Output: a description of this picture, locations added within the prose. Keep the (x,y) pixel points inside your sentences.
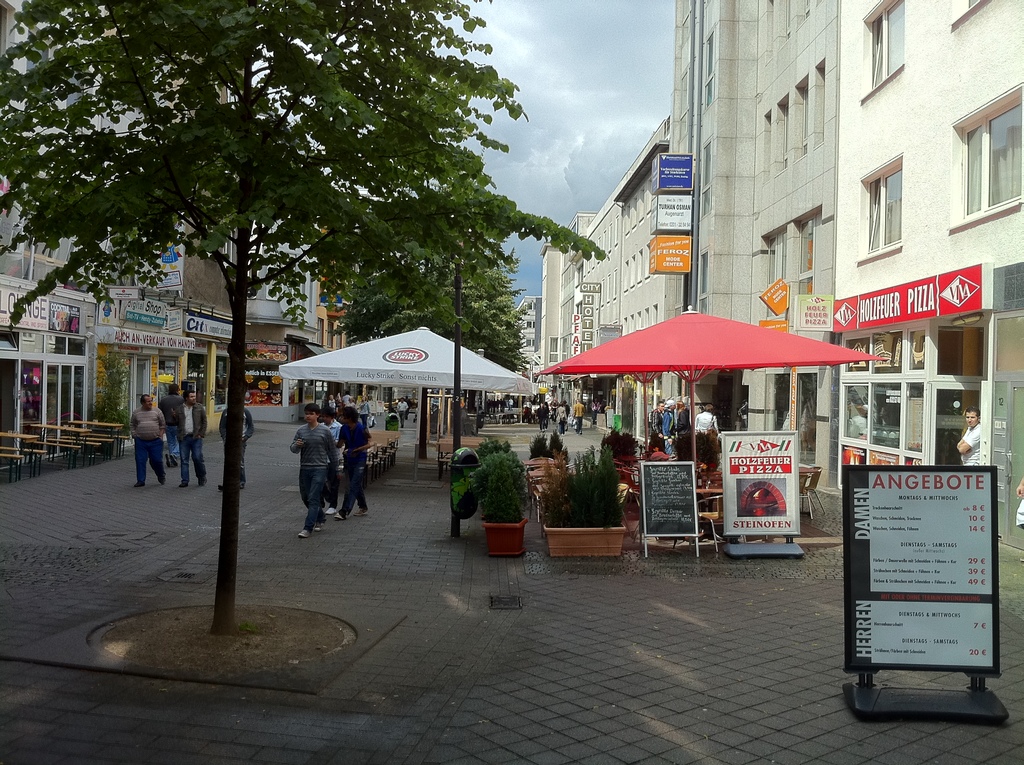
In this picture we can see few buildings (804,222), trees (263,106), tents (450,369) and group of people (196,461), in the background (662,190) we can find few hoardings (770,471) and clouds (536,134).
